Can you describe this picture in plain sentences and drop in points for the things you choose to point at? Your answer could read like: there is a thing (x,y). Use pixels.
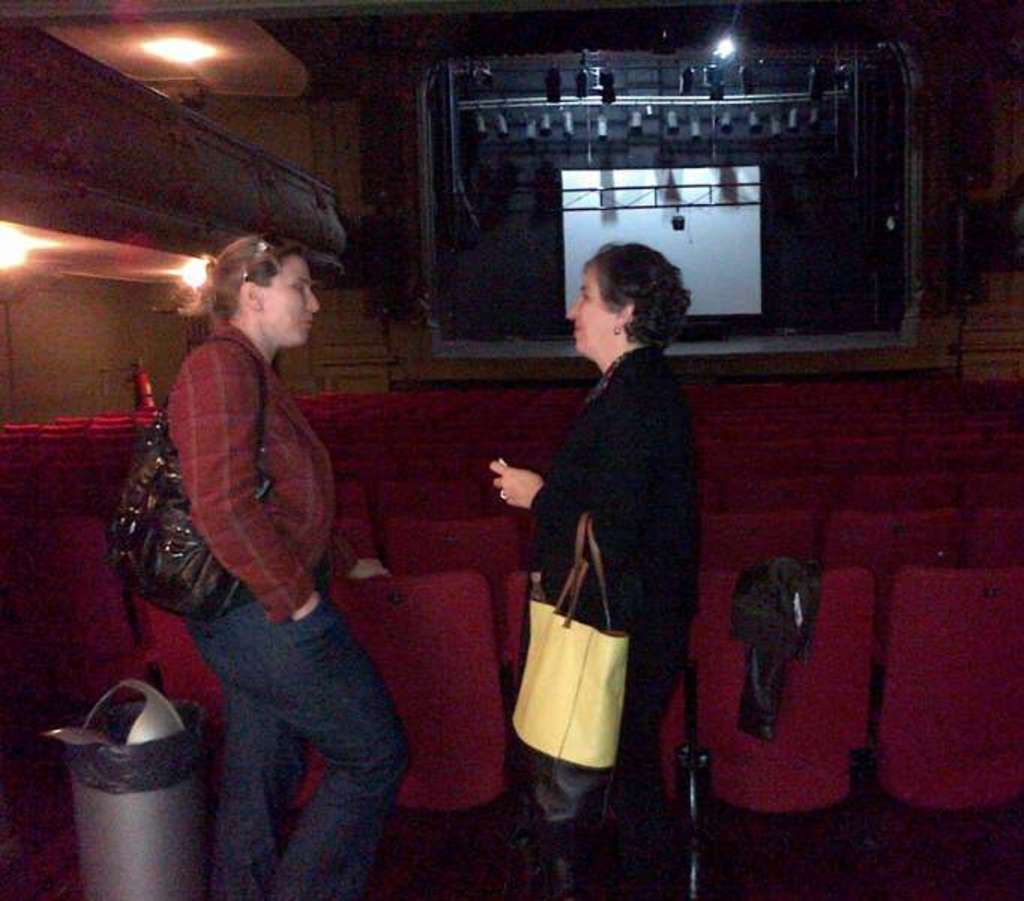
In the image it seems like an auditorium (373,362), there are two women (303,417) standing in the foreground (294,455), behind them there are empty chairs (469,418) and in the background (566,266) there is a screen (666,202), in front of the screen (579,262) there are many lights (668,107).
